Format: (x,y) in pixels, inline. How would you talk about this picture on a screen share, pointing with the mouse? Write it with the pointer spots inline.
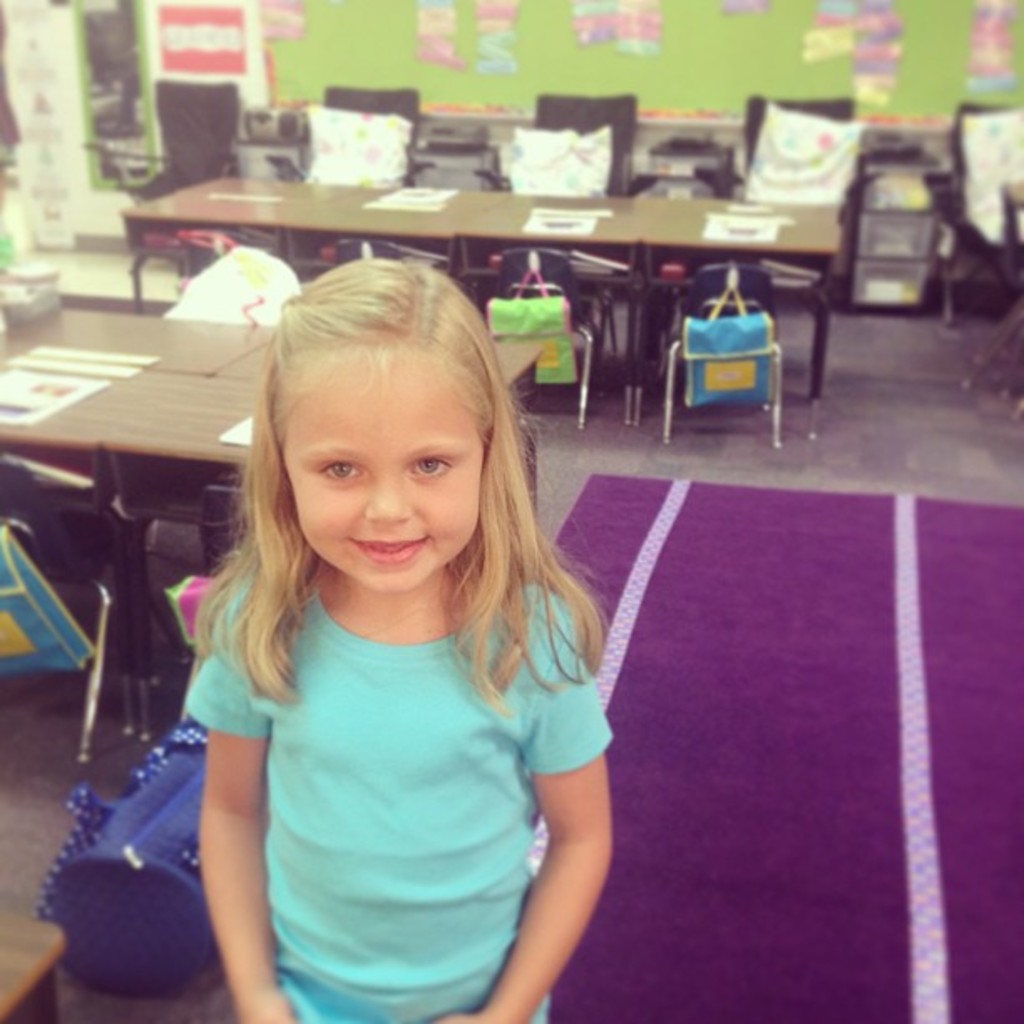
This Image is clicked in a room (543,372) where there are so many tables (95,462) and chairs (672,358). There are papers (837,39) pasted on the wall (918,115) on the top (881,60). There is a carpet (775,677) in the bottom (799,693) on the right side (731,774). There is a child (372,669) standing who is wearing green color t-shirt (349,858). There is a bag (150,943) beside her.
